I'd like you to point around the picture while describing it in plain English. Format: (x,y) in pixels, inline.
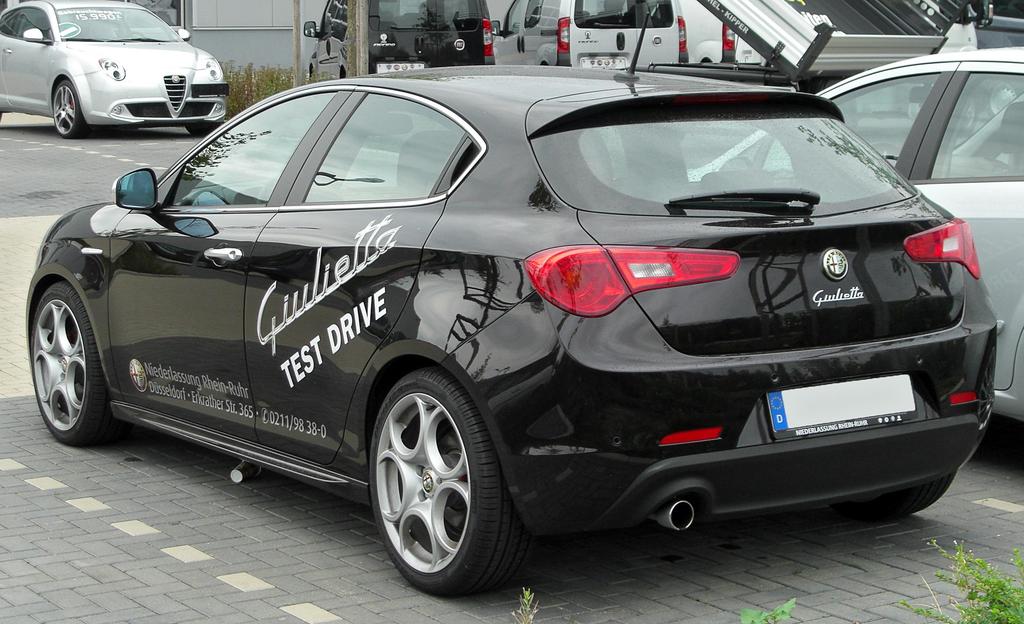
In this image there are vehicles (475,155) in the front (328,307), at the bottom of the image (962,586) there are leaves (962,586). In the background (265,30) there is a wall (256,42) and there are plants (256,69) in front of the wall (244,35) and there is some text (359,312) written on the car (340,325) which is in the front (547,307).
